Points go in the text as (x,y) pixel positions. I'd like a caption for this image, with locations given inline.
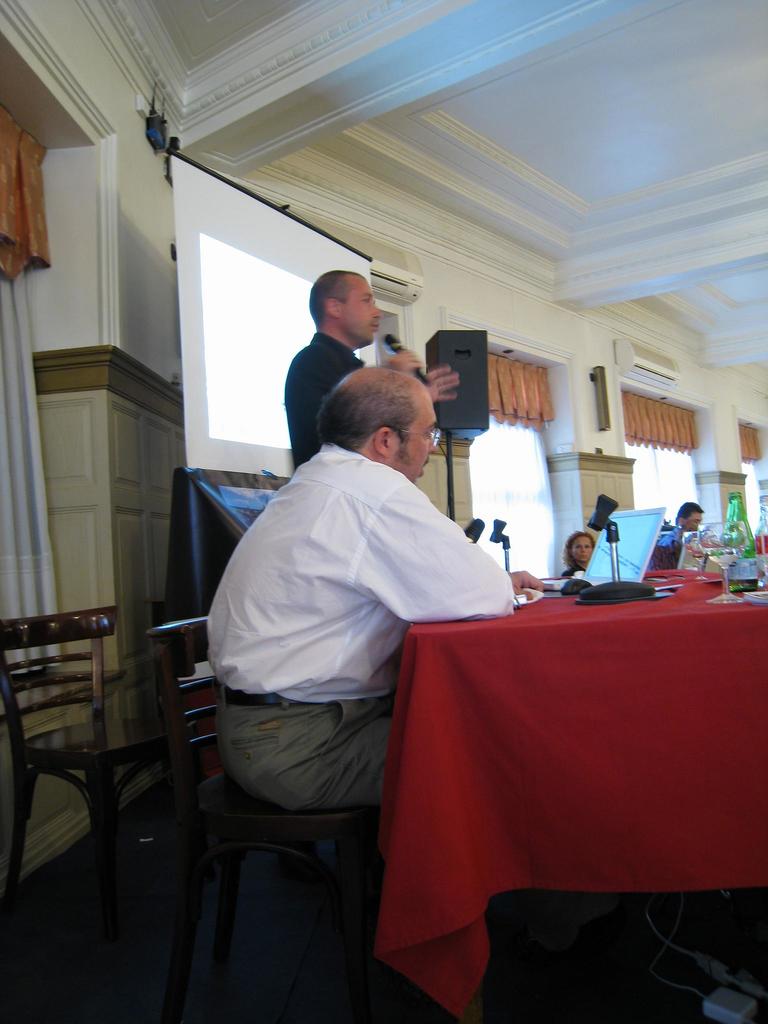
In the middle of this image (260,623) I can see a man (329,592) wearing white shirt (322,606) and sitting on the chair (240,836). Beside this person (302,464) there is another person (307,413) wearing black jacket (300,405), standing and speaking by holding a mike (396,345) in his hands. At the back of this person (350,328) I can see a screen (238,355). In the background (406,258) I can see a wall (322,227). On the left side of this image (17,385) I can see a white curtain (18,572). On the right side of this image (604,667) there is a table (559,679) covered with a red color cloth (496,772), there are some bottles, laptop (647,537), glasses (720,601) are placed on it. On the right bottom of this image (728,1003) there is a box (720,1000).
